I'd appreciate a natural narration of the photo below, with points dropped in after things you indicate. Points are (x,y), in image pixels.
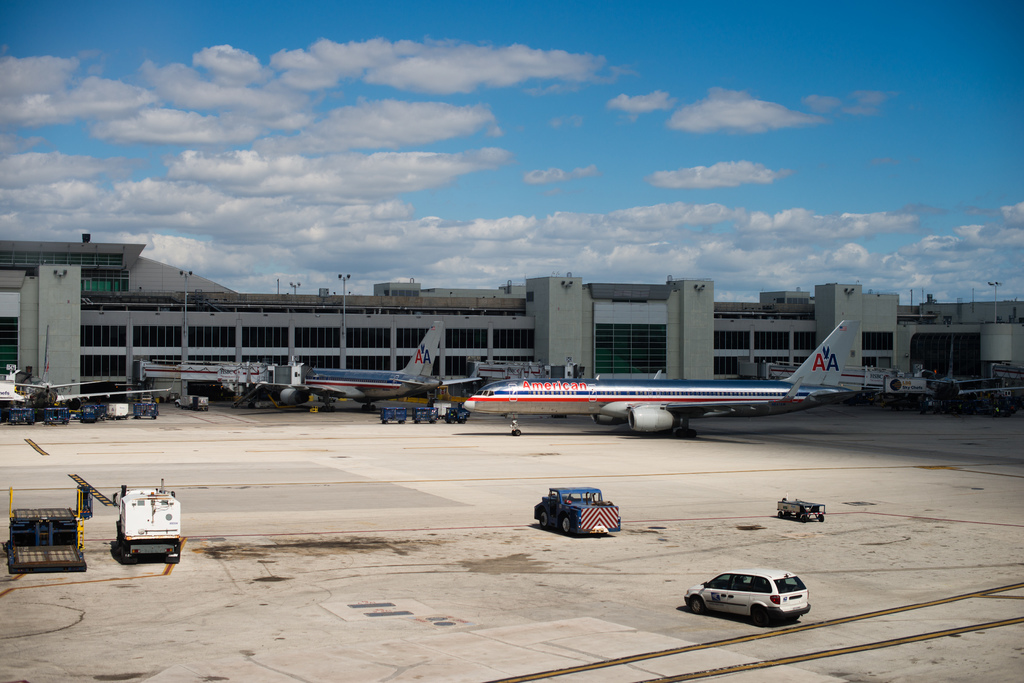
In this image we can see aeroplanes (54,397) and vehicles (115,500) on the runway (599,475). In the background of the image (455,366) there is a building (40,282). At the top of the image (466,116) there is sky (611,191) and clouds (462,170).
